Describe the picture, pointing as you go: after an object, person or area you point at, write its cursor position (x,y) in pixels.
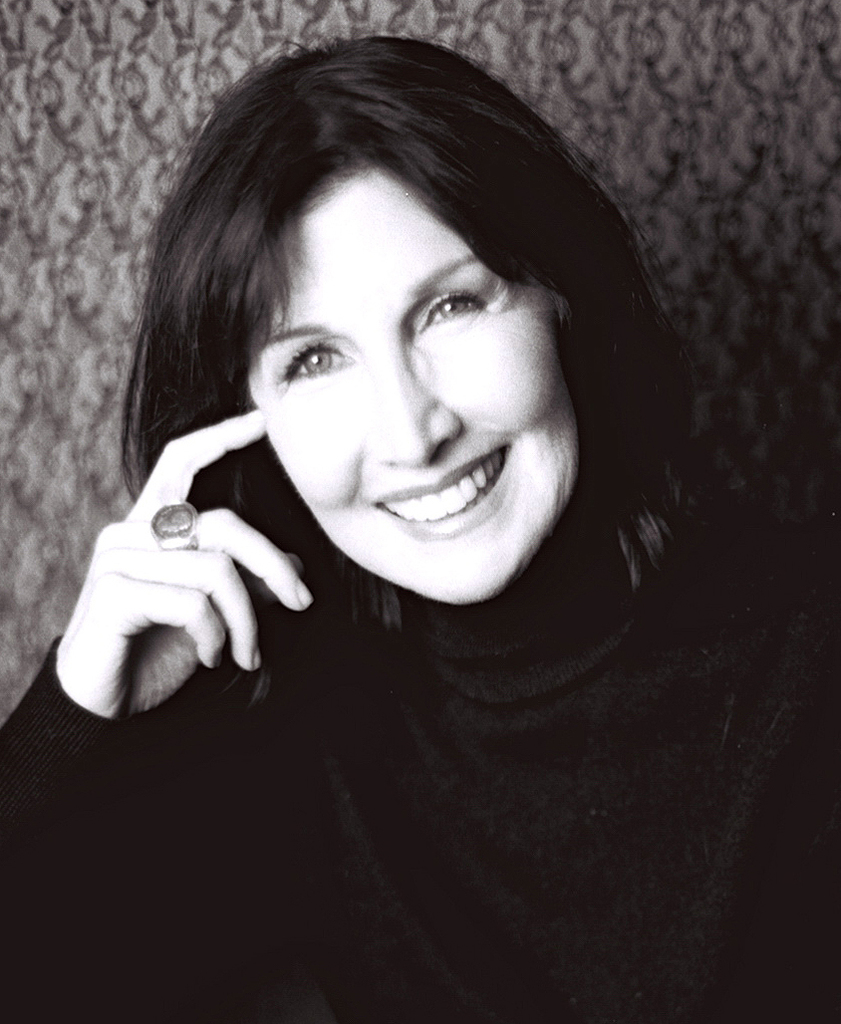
In this image we can see a lady (366,999) in black dress (252,735) and also has a ring (196,534) to the finger (254,557).
